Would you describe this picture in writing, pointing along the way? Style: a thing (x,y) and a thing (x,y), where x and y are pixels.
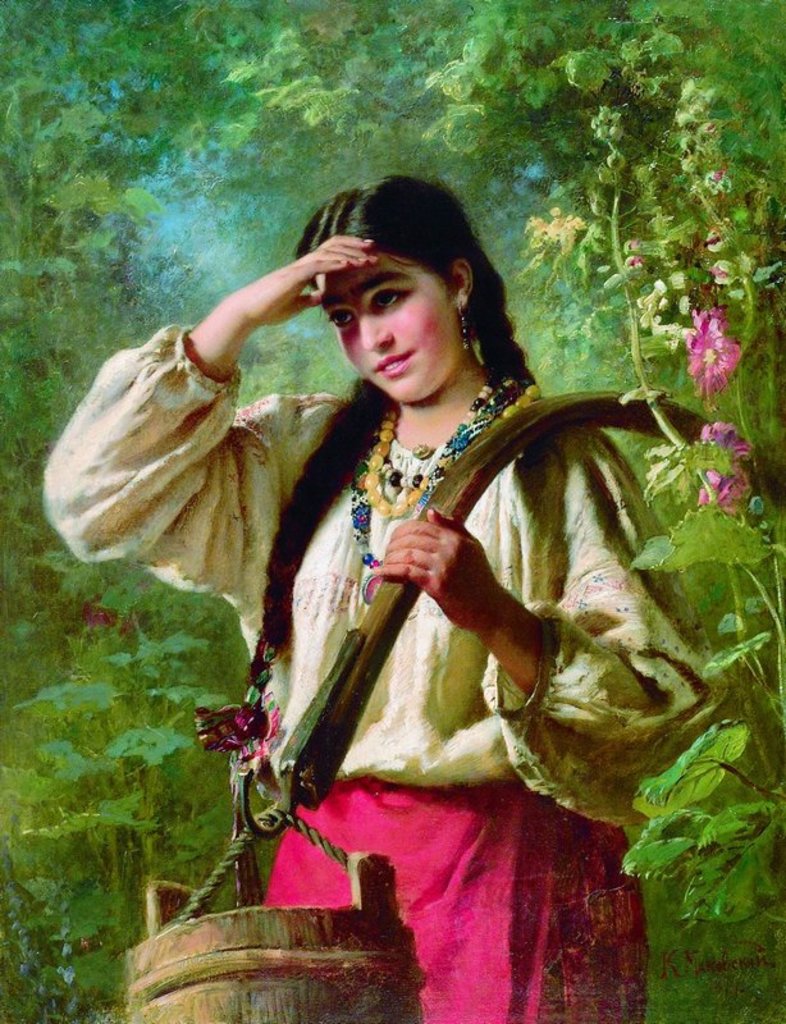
This is a painting. In this picture we can see a woman (292,574) wearing ornaments (377,592) and holding a wooden object (296,917) in her hand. There is a rope (187,911) visible on this wooden object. We can see a few flowers (724,333) and plants (112,115) in the background (554,150).
